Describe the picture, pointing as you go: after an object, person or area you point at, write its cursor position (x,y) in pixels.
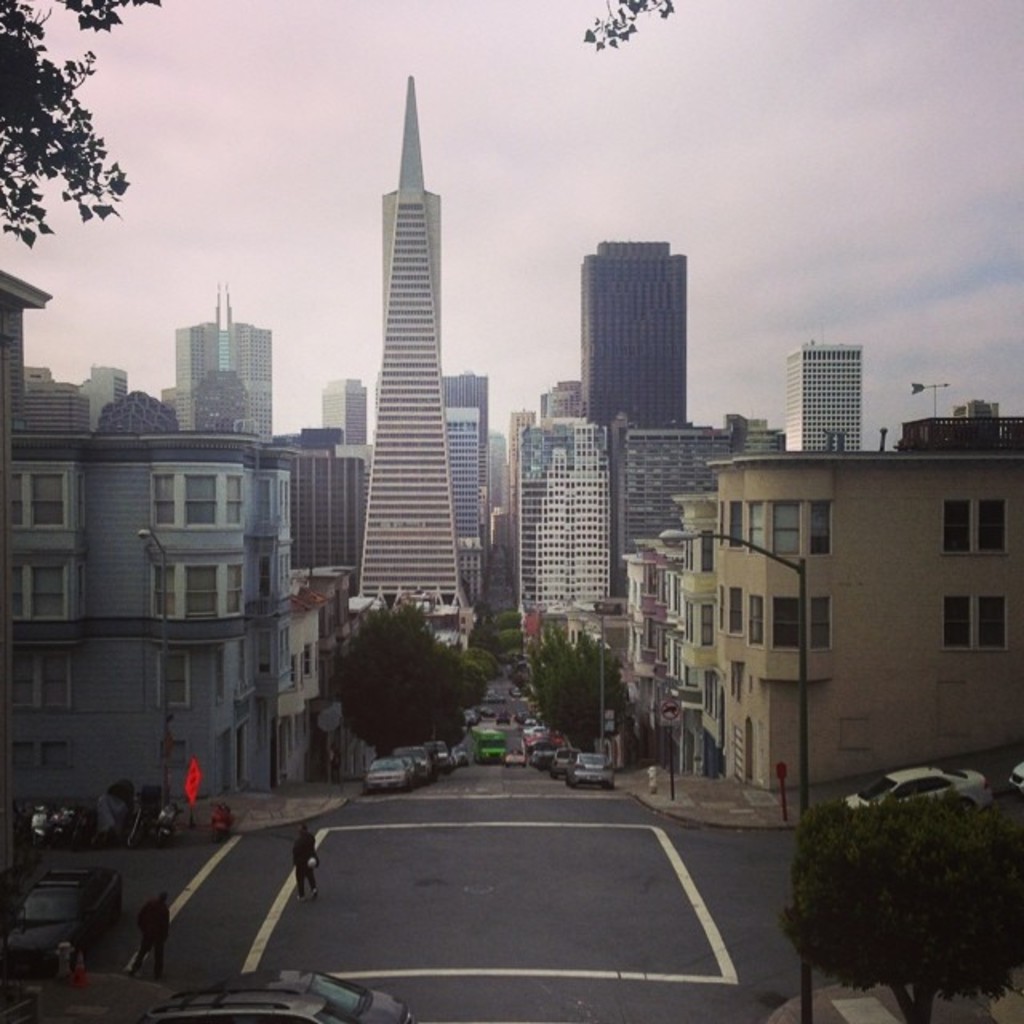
In this picture I can see vehicles (513,764) on the road (461,860), there are buildings (616,547), there are poles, lights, there are trees (887,839), and in the background (298,236) there is the sky (686,157).
